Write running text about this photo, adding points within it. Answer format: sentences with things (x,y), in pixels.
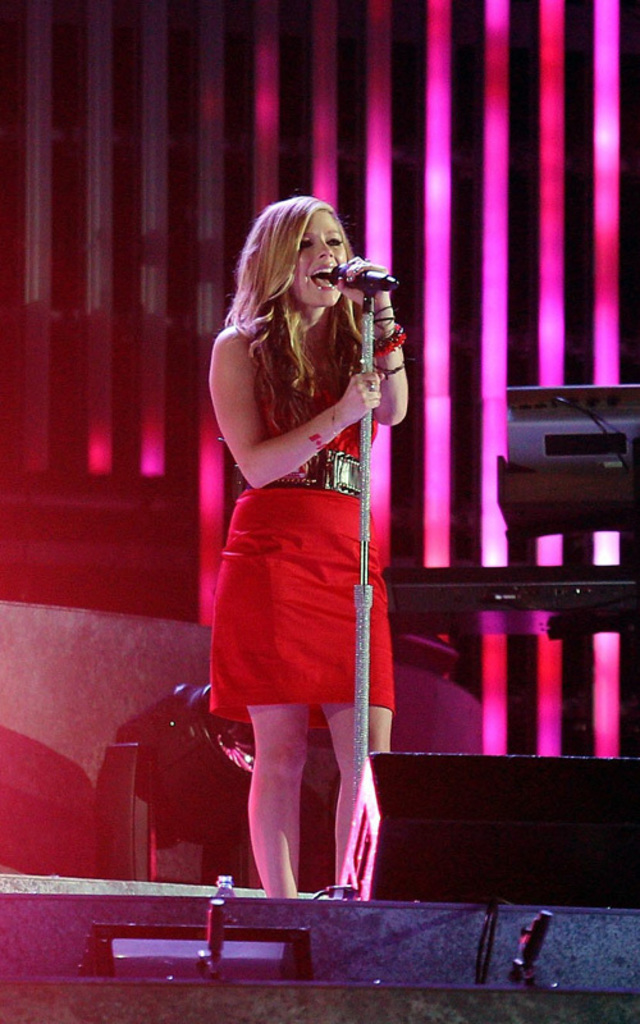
In this image we can see a woman (298,651) standing on the stage (290,902) holding a mike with a stand (361,759). On the backside (377,505) we can see some lights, piano (560,574) and a wall (165,461).
